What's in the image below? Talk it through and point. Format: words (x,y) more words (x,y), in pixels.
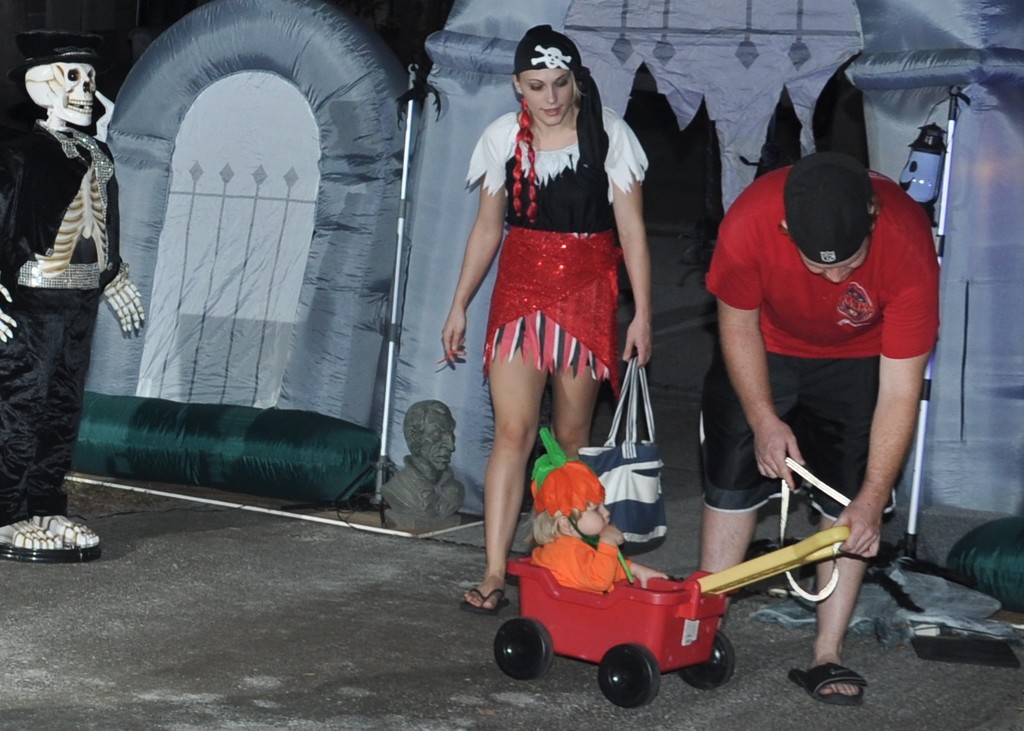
On the left side of the image (55,107) there is a skeleton (69,243) with black dress (69,272). And on the right side of the image (876,282) there is a man (842,262) with red t-shirt (860,280), black short (823,427) and cap (822,225) on his head (806,259) is standing and in his hand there is a stroller (586,592) with a baby (557,544) in it. Beside him there is a lady (552,184) with white, black and red dress (568,200) is standing. Behind them there is a tent (320,364).
